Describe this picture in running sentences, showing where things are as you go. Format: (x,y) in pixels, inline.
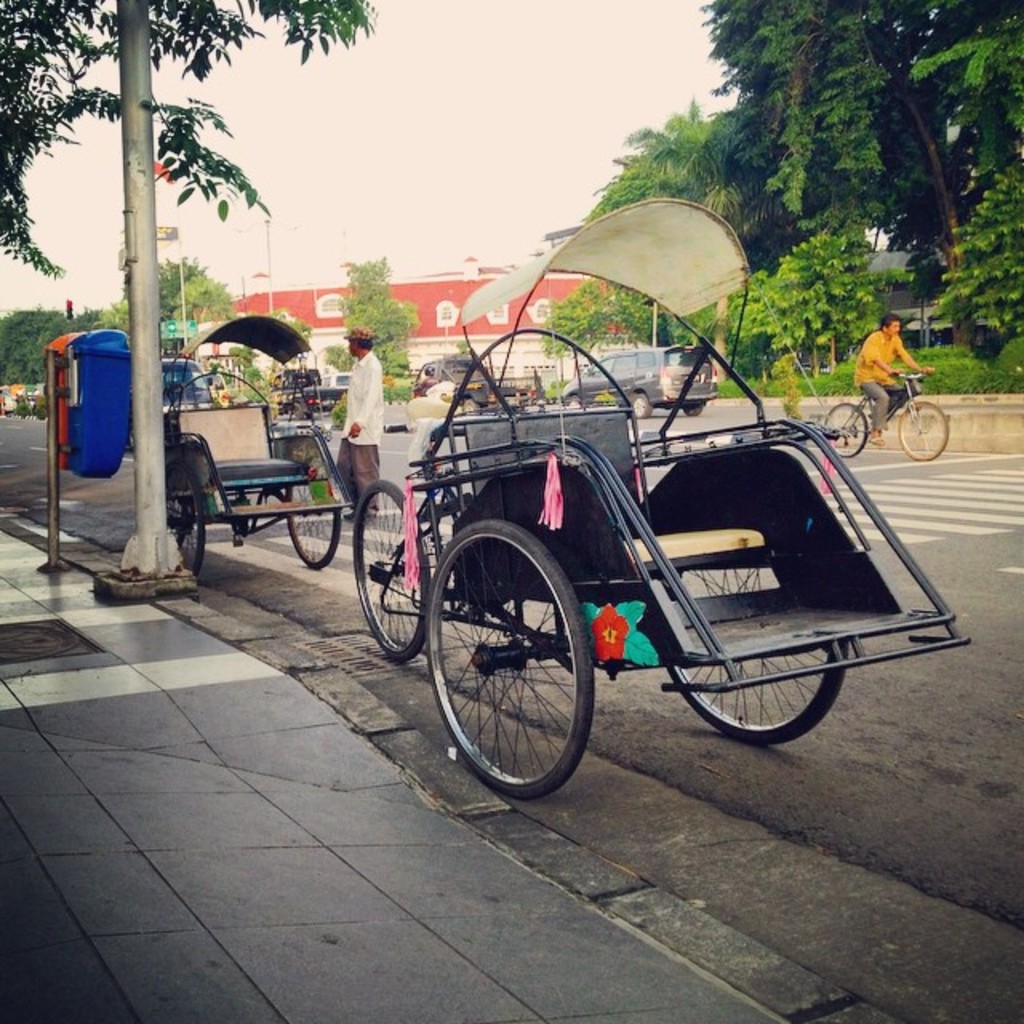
In this picture, we can see vehicles (506,584), poles (141,518), trees (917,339) and plants (845,383). On the right side of the image (887,413), we can see a person (879,399) riding a bicycle (856,428) on the road (893,509). At the bottom (310,913), we can see the walkway (249,820). Here a person (352,434) is on the road (352,531). Background (636,325) we can see house (433,343), trees (388,334), poles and sky (372,212).
